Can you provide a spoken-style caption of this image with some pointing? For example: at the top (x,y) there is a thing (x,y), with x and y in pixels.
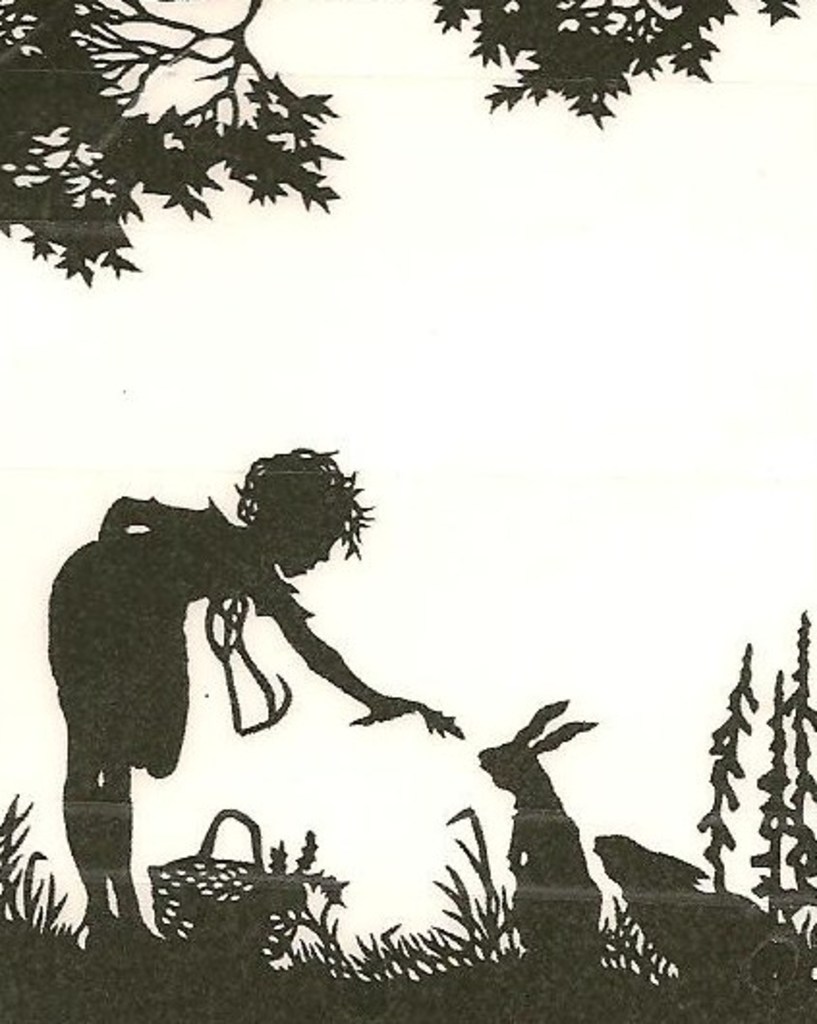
This is a painting in this image there is one person (287,535) and some rabbit (580,864), baskets (159,917) and plants (806,846) and trees (263,131).
